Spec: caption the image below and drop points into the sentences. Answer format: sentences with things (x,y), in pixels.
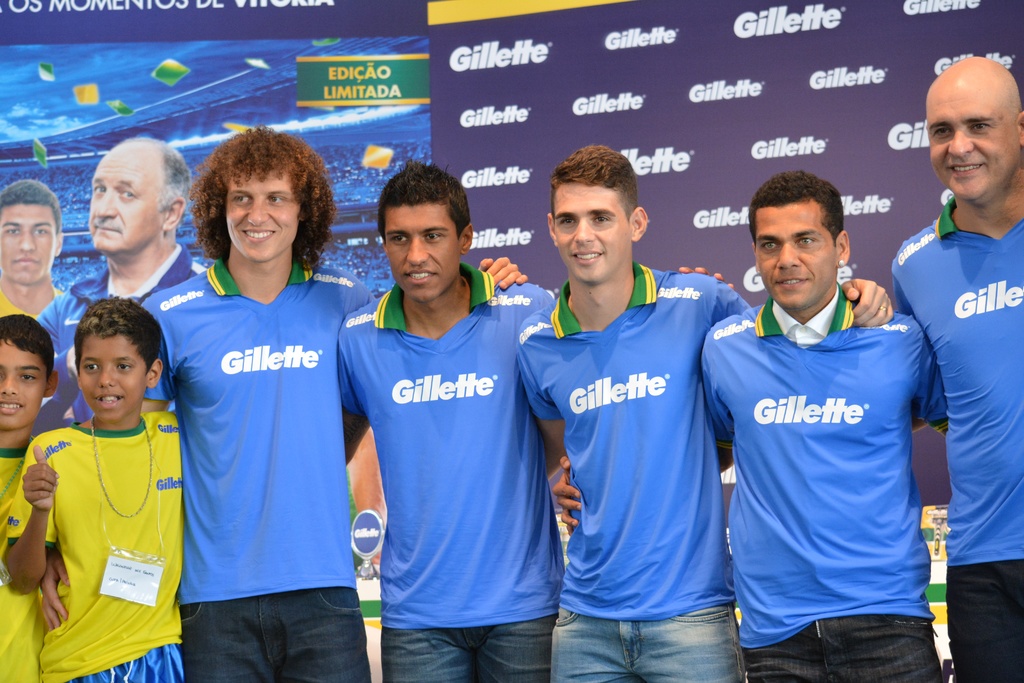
This picture is clicked inside. In the center (347,424) we can see the group of people (430,345) wearing t-shirts (340,274), smiling and standing on the ground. In the background (718,60) we can see the banners (350,58) on which the text (461,62) is printed.
